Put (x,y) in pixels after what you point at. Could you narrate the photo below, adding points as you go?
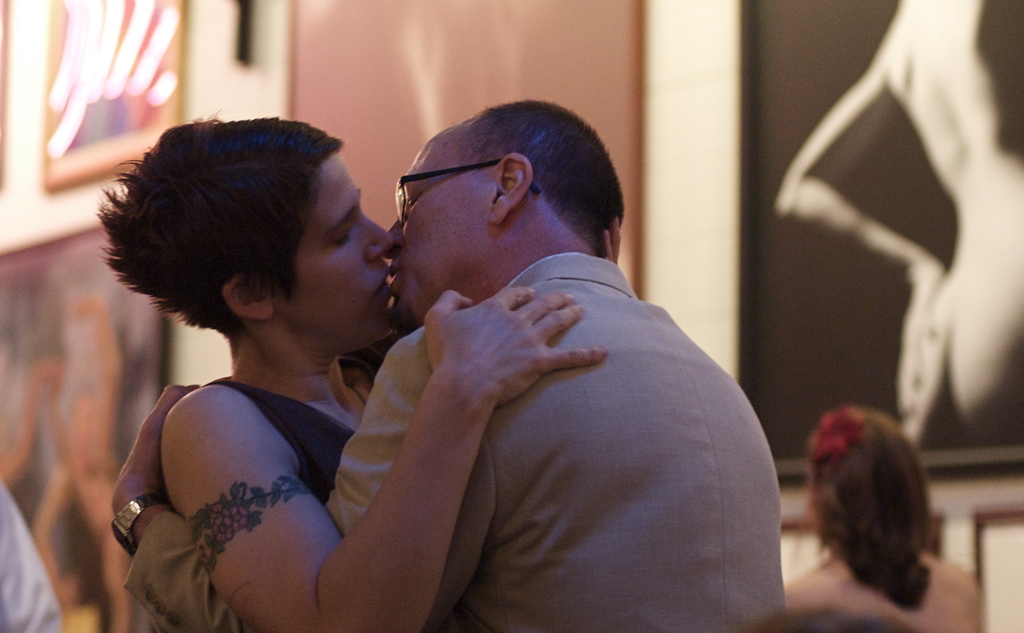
In this image there is a man (462,506) and woman (336,449) kissing, in the background (869,608) there is a woman (879,598) sitting on chair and there are photo frames (758,76) to wall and it is blurred.
